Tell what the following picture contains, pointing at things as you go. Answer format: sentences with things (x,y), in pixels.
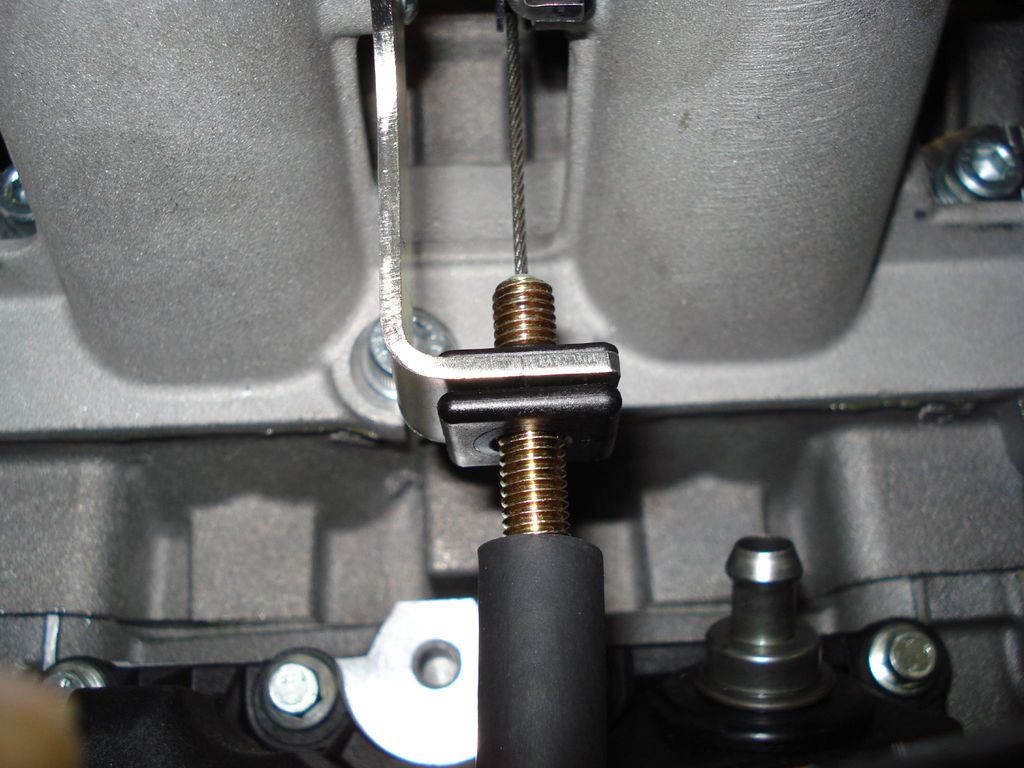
In this image, we can see, there are nuts (929,643), a hole (428,660) and there are pipes (123,36).
